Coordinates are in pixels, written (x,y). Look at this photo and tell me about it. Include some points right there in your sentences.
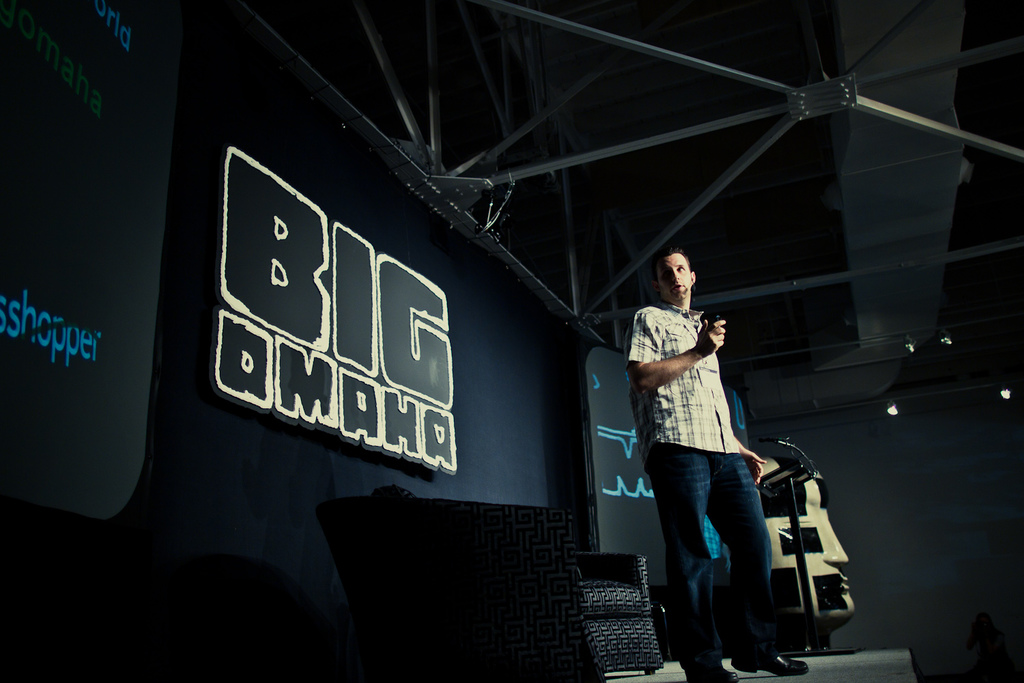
In the middle of the image (664,269) a man (753,664) is standing. Behind him there is a chair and screen (81,101). At the top of the image (1007,201) there is roof (958,224) and lights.
